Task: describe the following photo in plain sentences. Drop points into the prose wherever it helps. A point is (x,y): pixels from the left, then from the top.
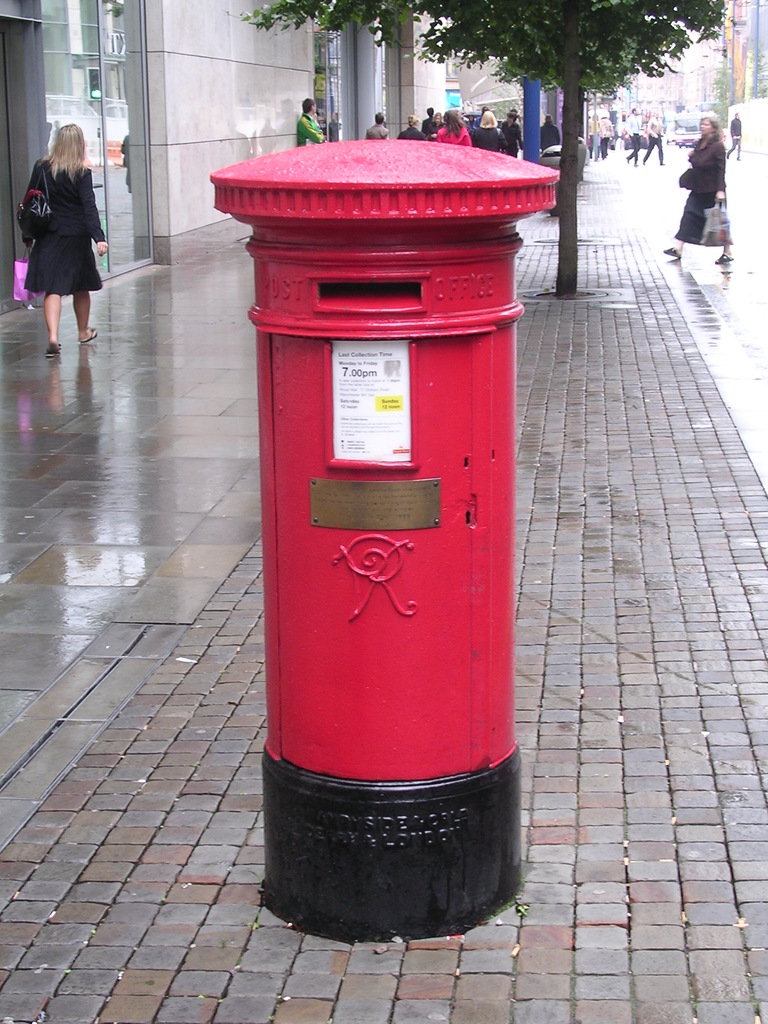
In this image there is a post box (346,253) on the road (621,921), behind that there is a plant (581,35) and also people (697,240) walking on the road (633,173), beside that there is a building (117,128).
